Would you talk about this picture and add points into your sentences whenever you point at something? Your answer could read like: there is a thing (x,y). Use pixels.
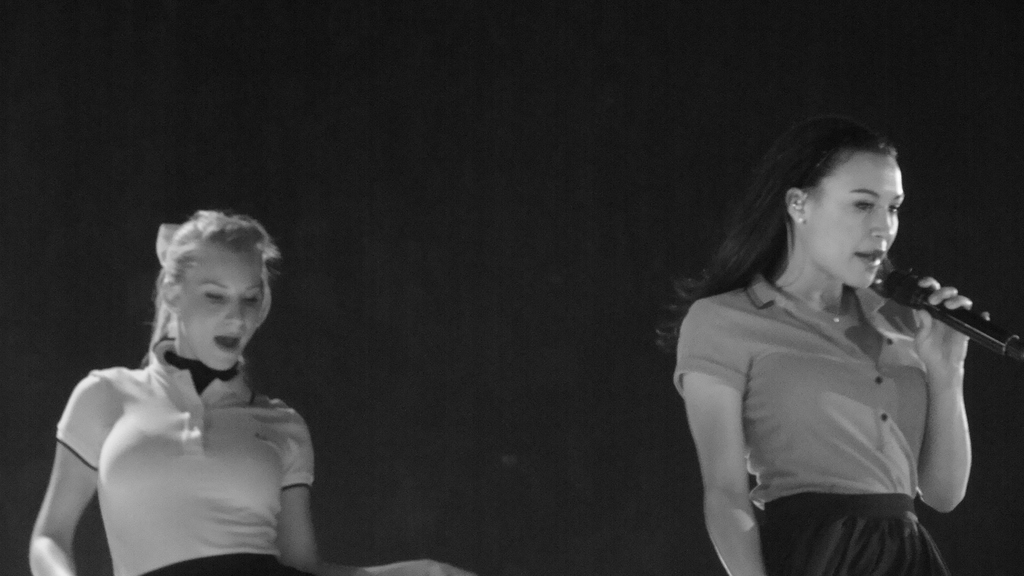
In this image I can see two persons (780,457), the person (846,385) in front (858,373) holding a microphone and the image is in black and white.
